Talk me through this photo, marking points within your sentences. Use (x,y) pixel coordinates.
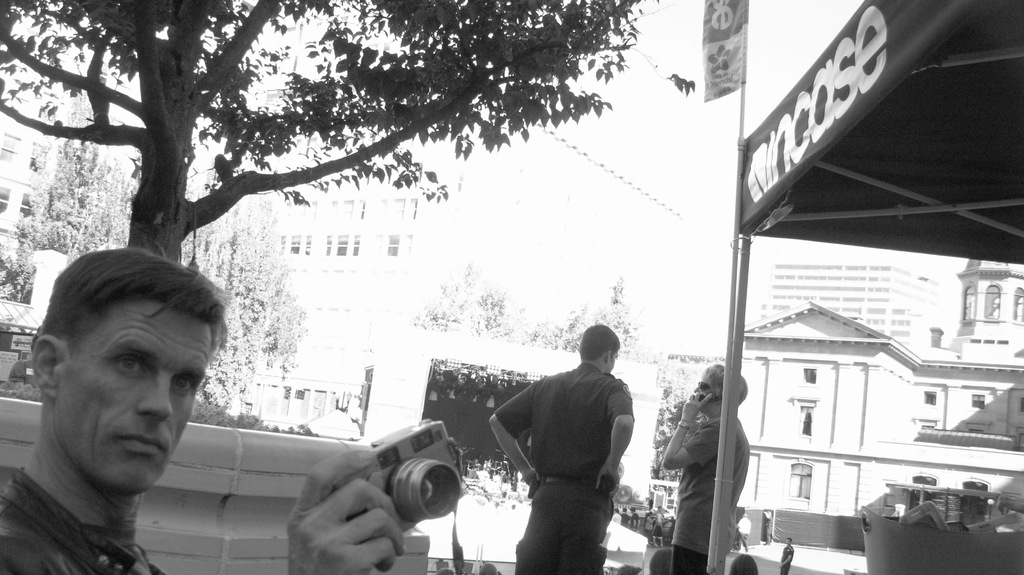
In the image a man (136,418) with camera (407,495) in his hand (369,538) on left side (117,356) corner and behind him there is a tree (160,160). To the right side (703,567) there are two men (615,468) of which one is talking on phone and on the right side (825,356) background (836,282) there are buildings (913,399) and beside building (809,392) there are trees (449,303).
